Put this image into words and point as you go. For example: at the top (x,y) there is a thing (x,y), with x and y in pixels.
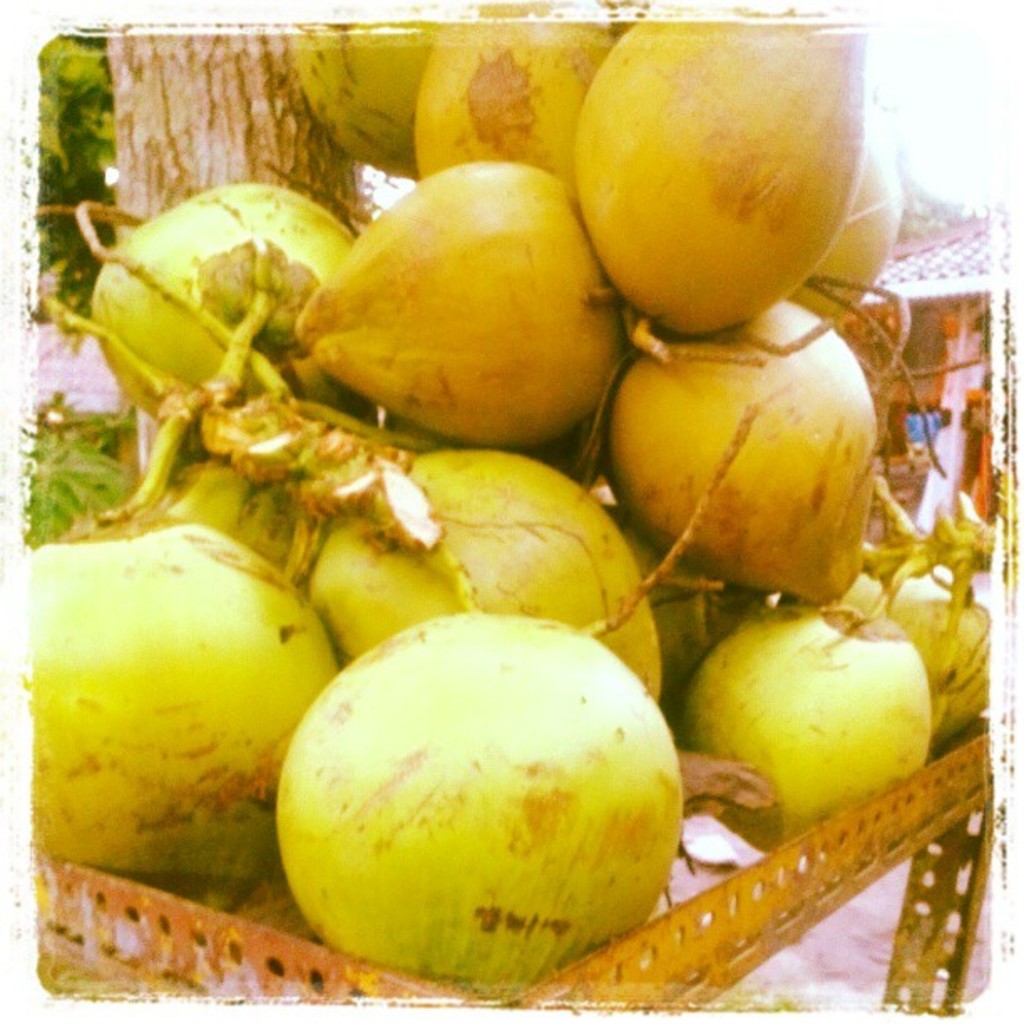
This picture shows a bunch of coconuts (681,38) and a tree (146,143).
